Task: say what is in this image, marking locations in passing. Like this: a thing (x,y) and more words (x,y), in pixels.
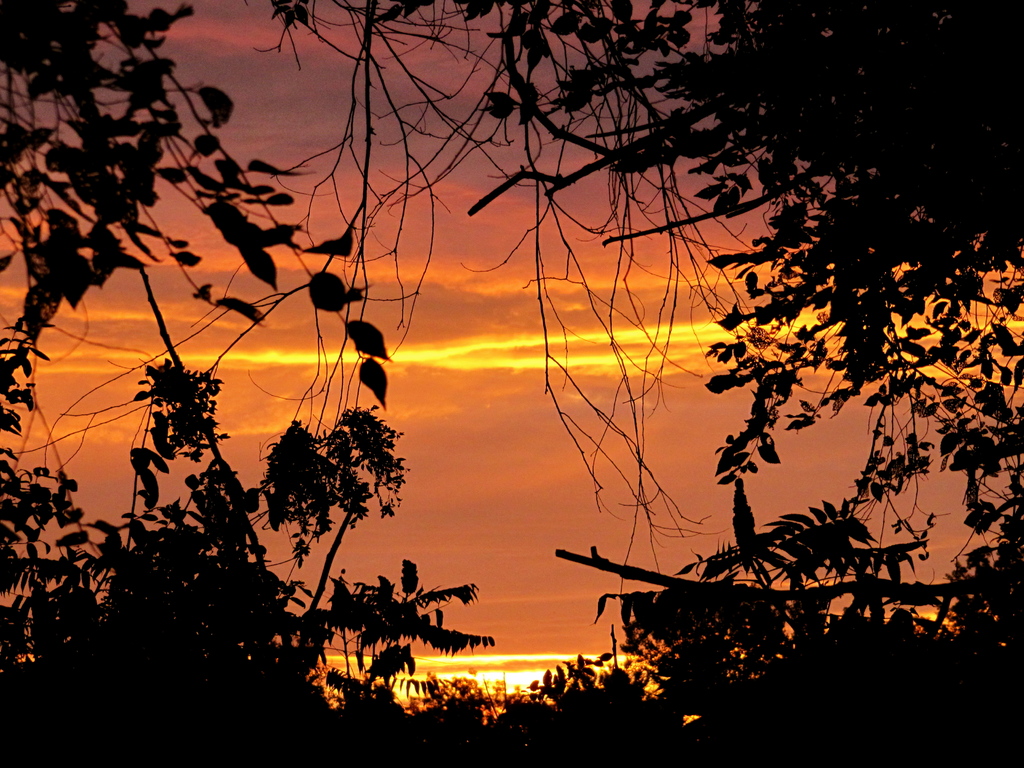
In the background (555,463) we can see the sky (17,297). In this picture we can see the trees (672,733), leaves (199,670) and the branches (860,588).
